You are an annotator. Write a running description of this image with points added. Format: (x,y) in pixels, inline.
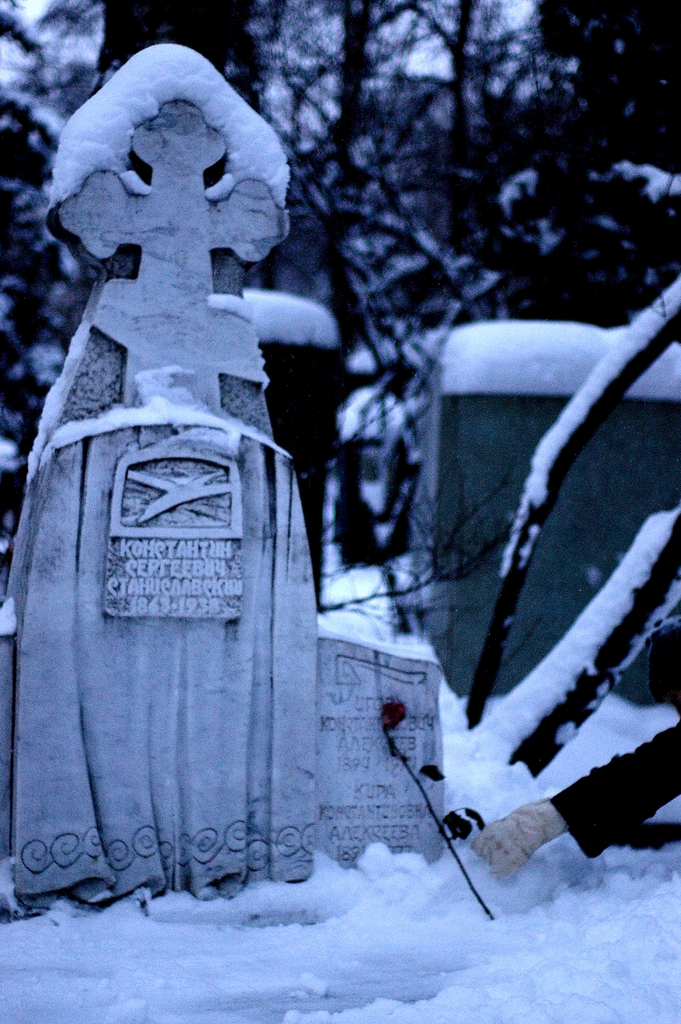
In the foreground of this image (186,708), it seems like a headstone (324,837) on the snow (409,939) and there is also a flower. In the background (445,437), there are few objects (466,418), trees (503,114) and the snow (496,348).
